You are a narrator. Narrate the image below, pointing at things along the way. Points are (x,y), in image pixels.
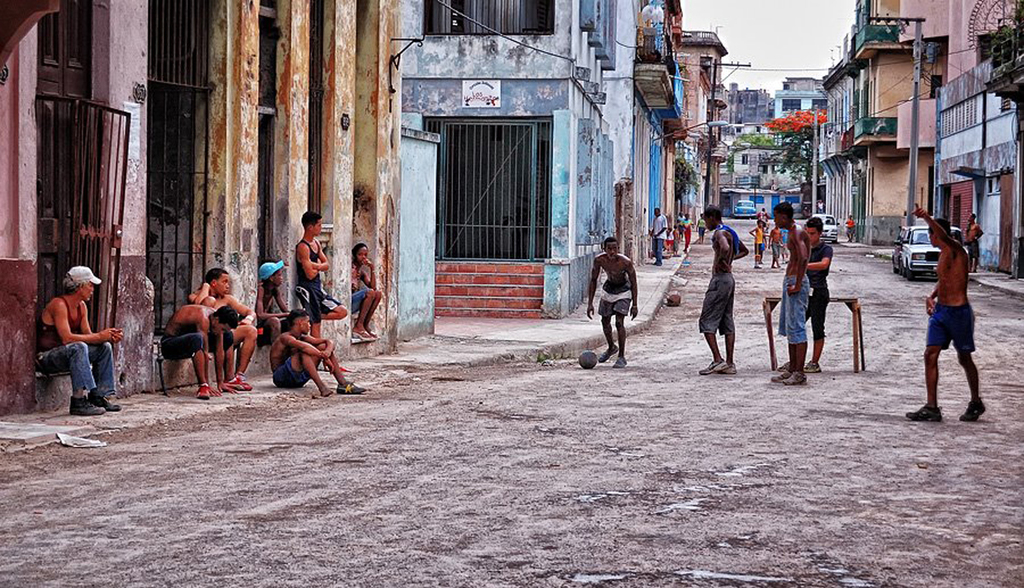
In this image I can see group of people (797,350) some are standing and some are sitting. I can see few vehicles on the road (671,402), background (628,130) I can see few buildings (622,119), trees (787,127) in green color, flowers (794,121) in orange color and sky (769,44) in white color.
